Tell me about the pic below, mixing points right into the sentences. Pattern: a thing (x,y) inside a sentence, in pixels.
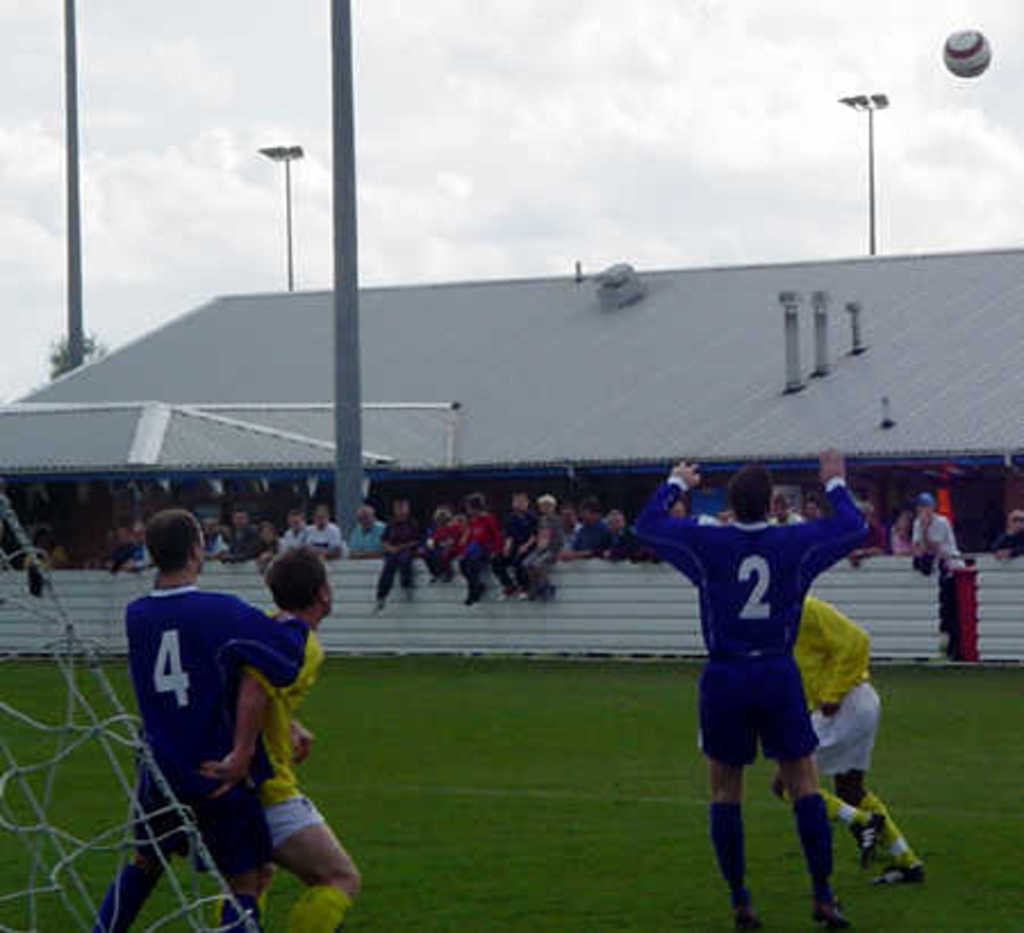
In the image we can see there are people (829,657) standing on the ground (436,800). Behind there are people (877,505) sitting on the wall (581,589) and there is a building (542,408) at the back (539,356). There is a ball (978,53) flying in the sky (877,203).
